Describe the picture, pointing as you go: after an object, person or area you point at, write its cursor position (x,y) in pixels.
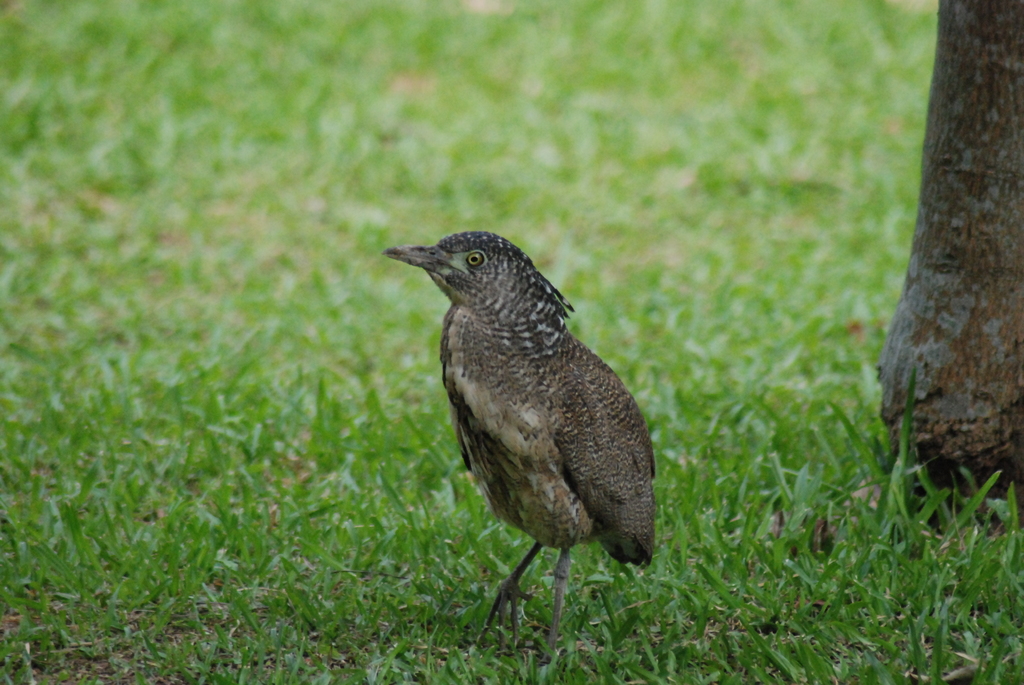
In this image there is a bird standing on the grass (539,579), and there is blur background (473,53).
